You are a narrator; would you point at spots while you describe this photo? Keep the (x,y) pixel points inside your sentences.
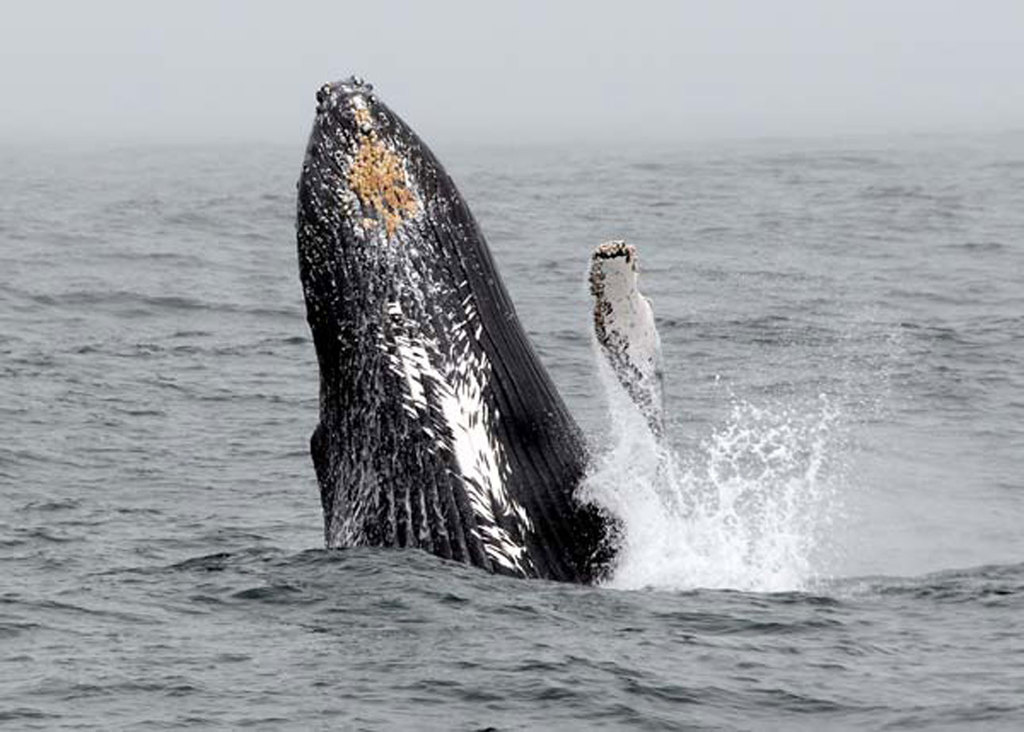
In this image we can see an animal (637,317) in the water (660,302) and in the background (613,65) we can see the sky (704,66).
